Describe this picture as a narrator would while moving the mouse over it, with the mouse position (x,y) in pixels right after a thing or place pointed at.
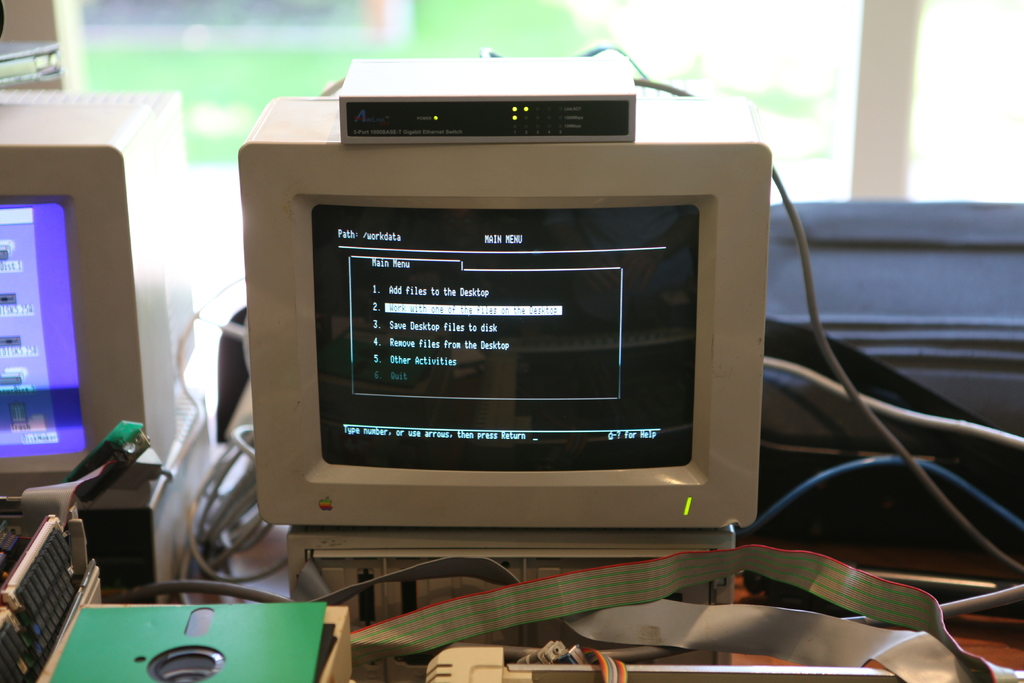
We can see monitors (521,347), cables (977,536) and some objects (328,557) on table (977,623). On the background (729,62) we can see glass window (214,56).
